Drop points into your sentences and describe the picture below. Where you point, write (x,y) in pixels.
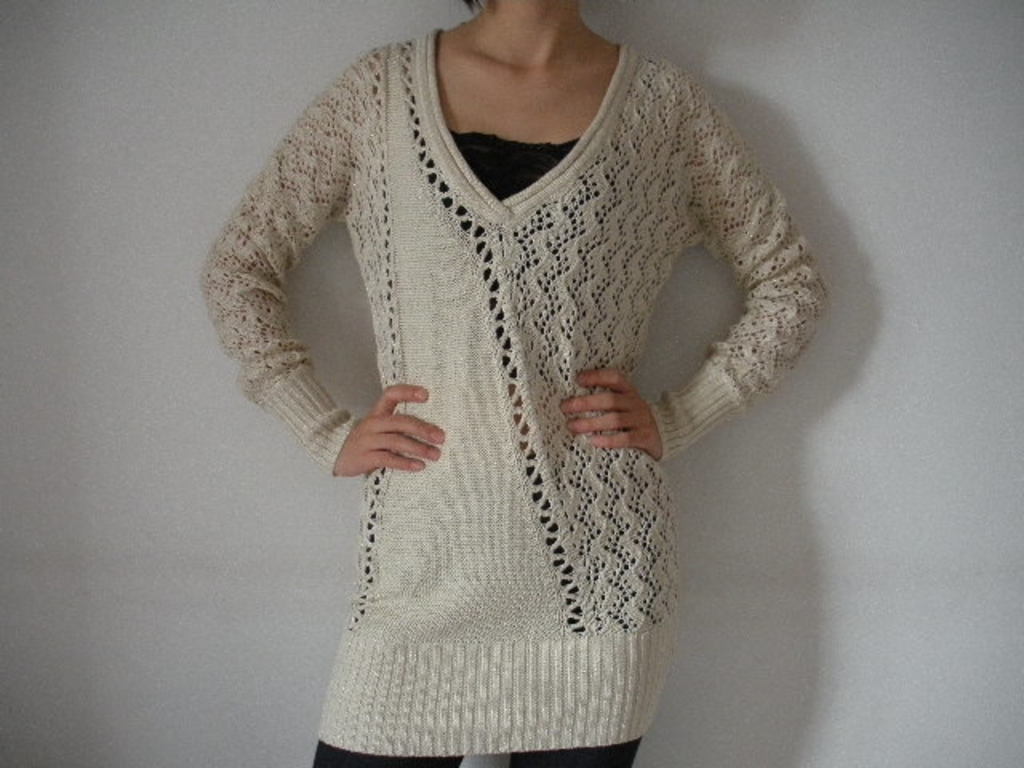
In this picture we can see a person (350,229) wearing a white woolen top (546,434) and standing. A wall (171,516) is visible in the background (852,208).
